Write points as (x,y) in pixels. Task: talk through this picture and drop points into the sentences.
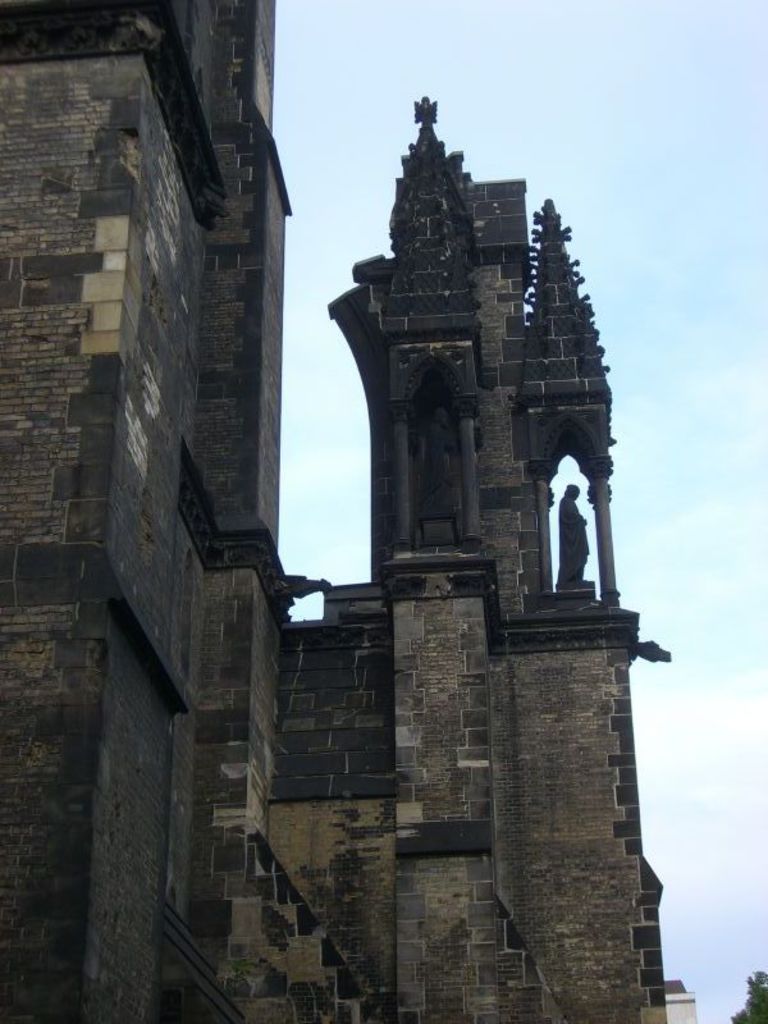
In this image I can see the building (474,594) and the statue (560,512). In the background (767,1002) I can see the tree (767,1016) in green color and the sky (595,191) is in white and blue color.
